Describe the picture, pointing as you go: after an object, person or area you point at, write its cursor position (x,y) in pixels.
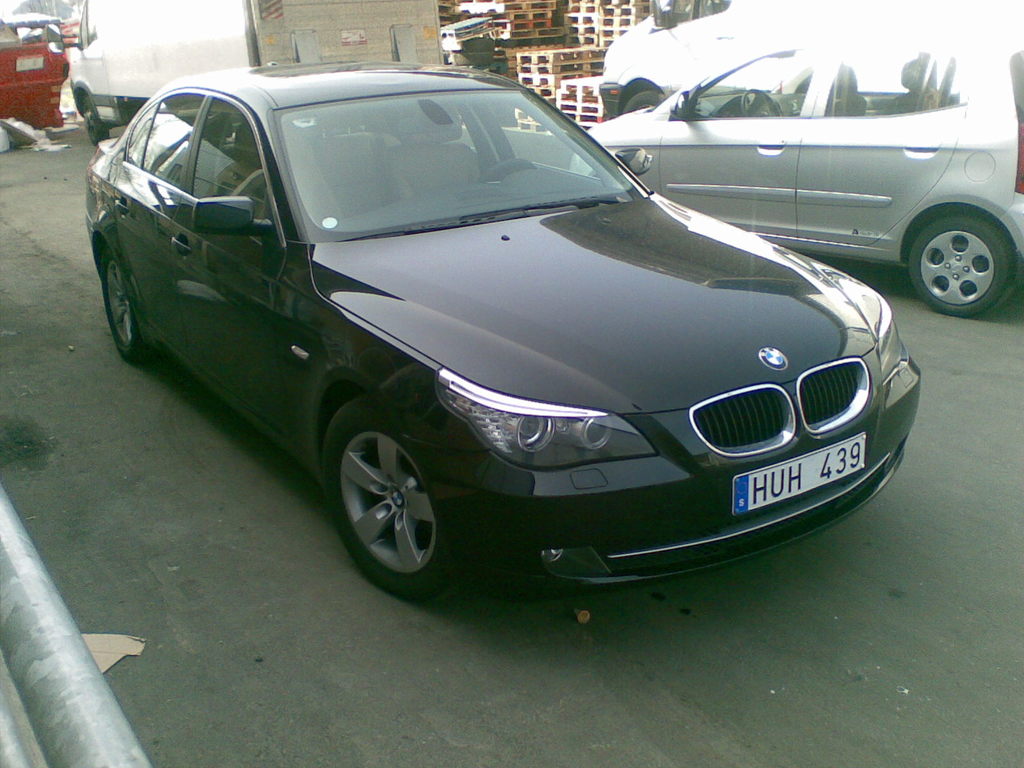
In the image there are two cars (567,199) on either side on the road (950,380) and in the back (567,83) there are wooden pallets (573,57) beside a truck (230,58).
